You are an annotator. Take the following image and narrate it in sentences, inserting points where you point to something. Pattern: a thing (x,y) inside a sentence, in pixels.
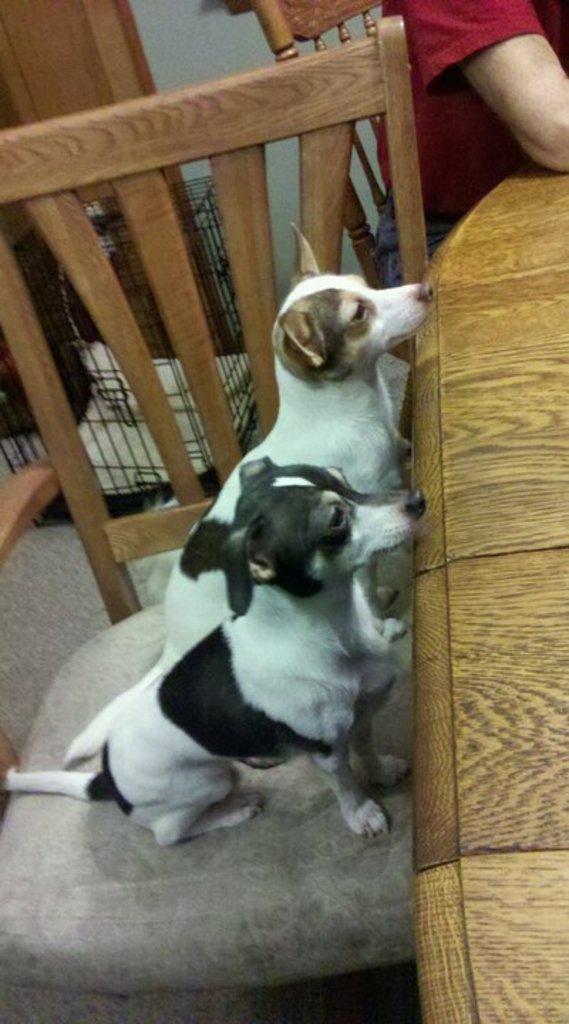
In the center (289,538) we can see dogs (336,545) on the chair (362,60) around the table (449,594). On the right top (445,122) we can see one person (464,71) sitting on the chair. and back we can see wall (155,44) and cage (207,194).
